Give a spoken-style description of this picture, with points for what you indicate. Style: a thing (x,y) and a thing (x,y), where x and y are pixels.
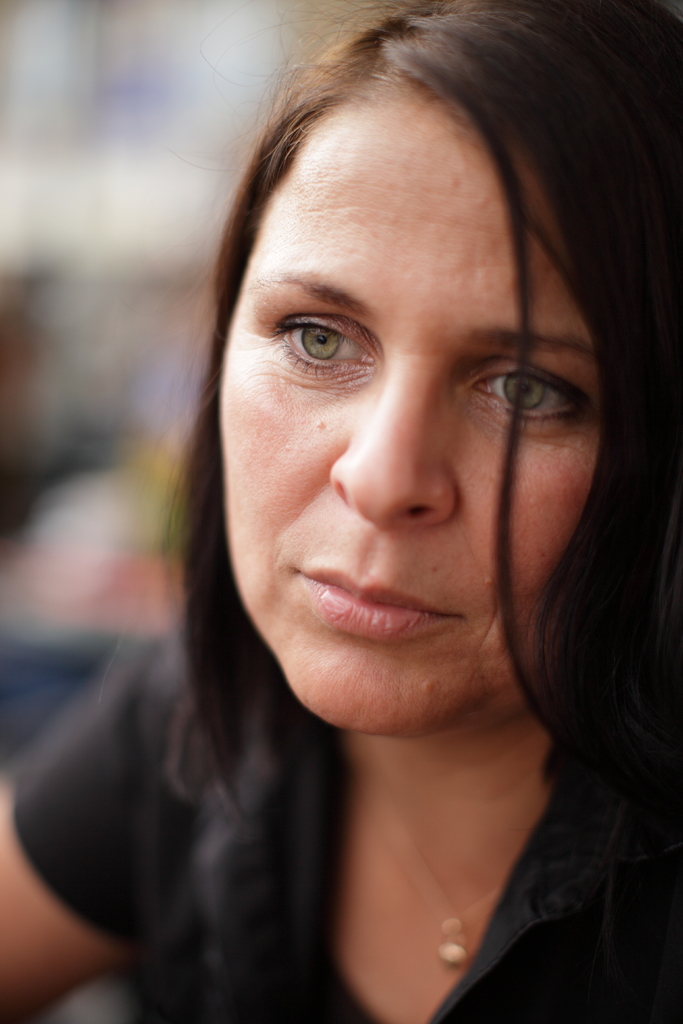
In the picture I can see a woman (427,718). The background of the image (116,193) is blurred.
